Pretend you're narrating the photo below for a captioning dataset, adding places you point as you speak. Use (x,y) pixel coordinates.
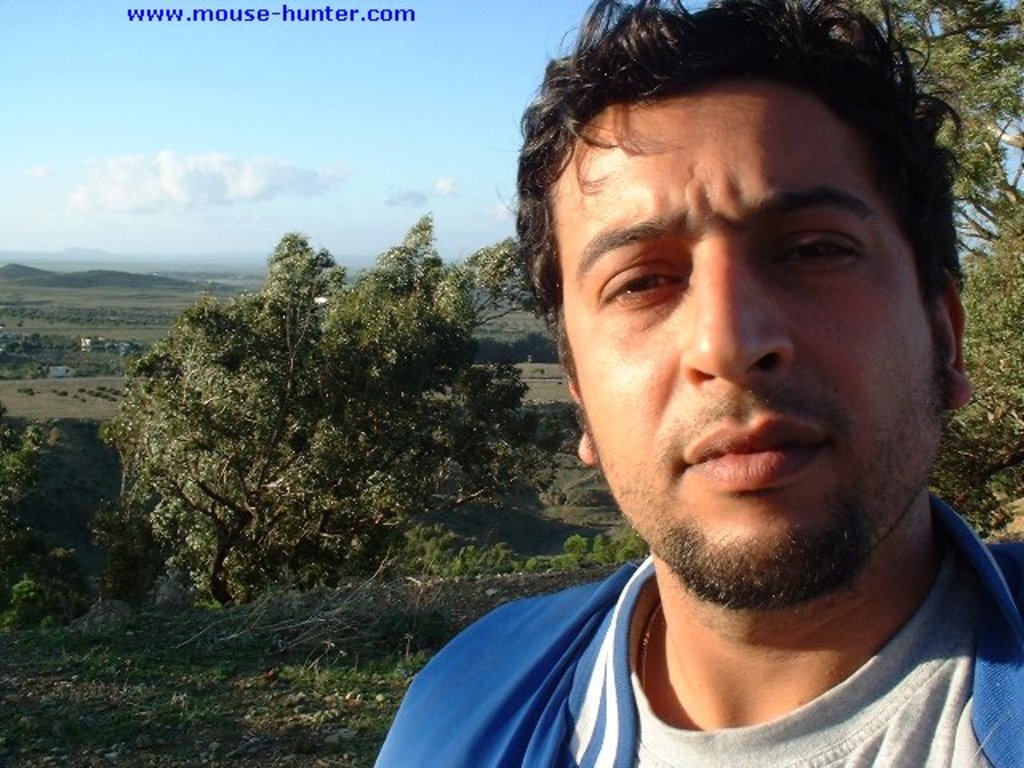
In this picture we can see a man (652,547), behind to him we can see few plants (491,463), in the background (153,275) we can find few hills (166,281) and clouds (202,202), on top of the image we can see a watermark (343,16).
